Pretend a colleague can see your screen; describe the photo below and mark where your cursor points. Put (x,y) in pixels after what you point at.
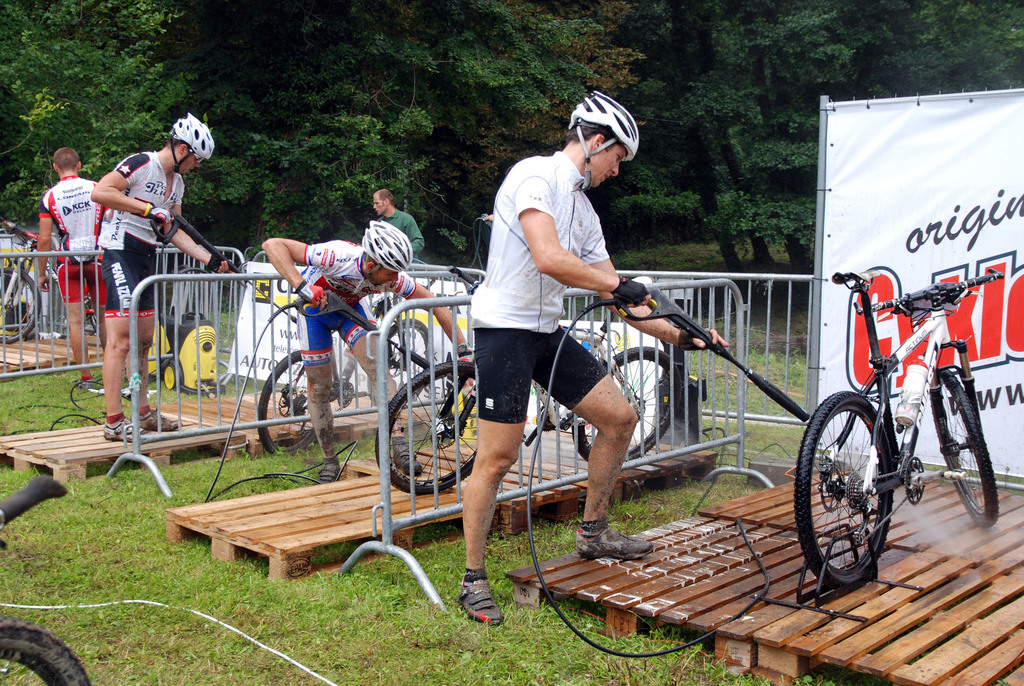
In this image, we can see people (490,478), bicycles (894,361), barricades (42,370), banners (982,362) and wooden objects (1007,591) on the grass (391,623). Few people (130,251) are holding some objects (304,312). In the background (494,190), there are few trees (433,151).
